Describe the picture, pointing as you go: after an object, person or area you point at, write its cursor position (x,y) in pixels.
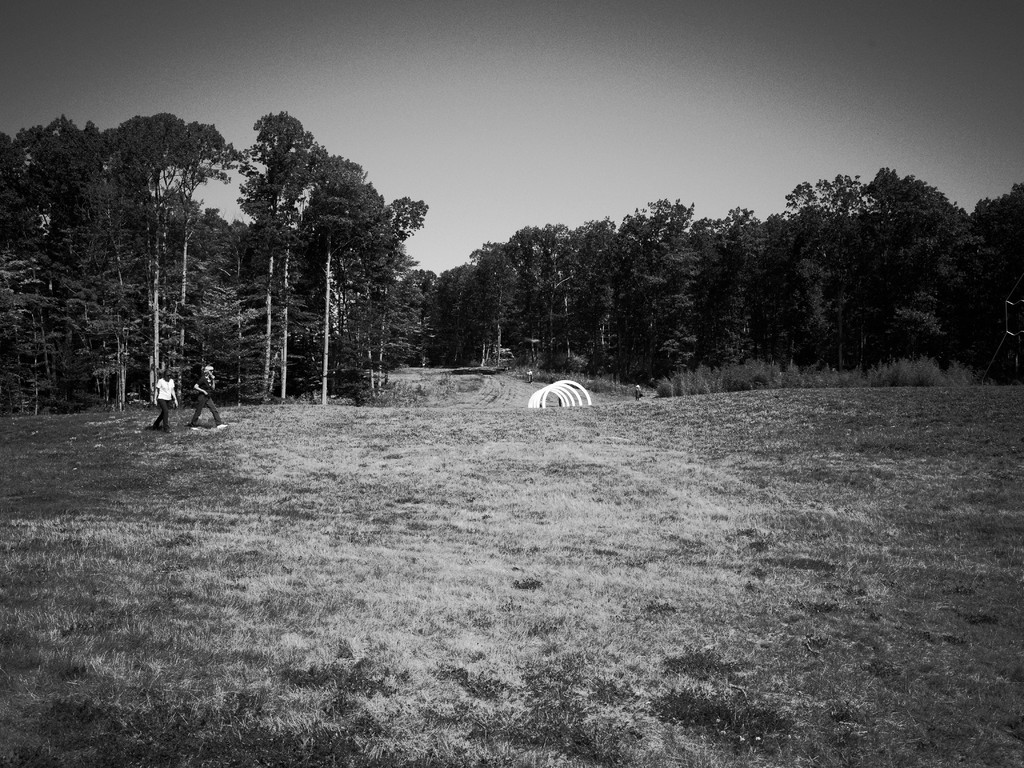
I think this is a black and white image. I can see two people (162,395) walking. These are the trees (374,281) with branches (804,276) and leaves (952,294). I can see the bushes (779,365). This is the grass (545,749). This looks like an object (566,404). I think there's another person (637,387). This is the sky (592,69).
